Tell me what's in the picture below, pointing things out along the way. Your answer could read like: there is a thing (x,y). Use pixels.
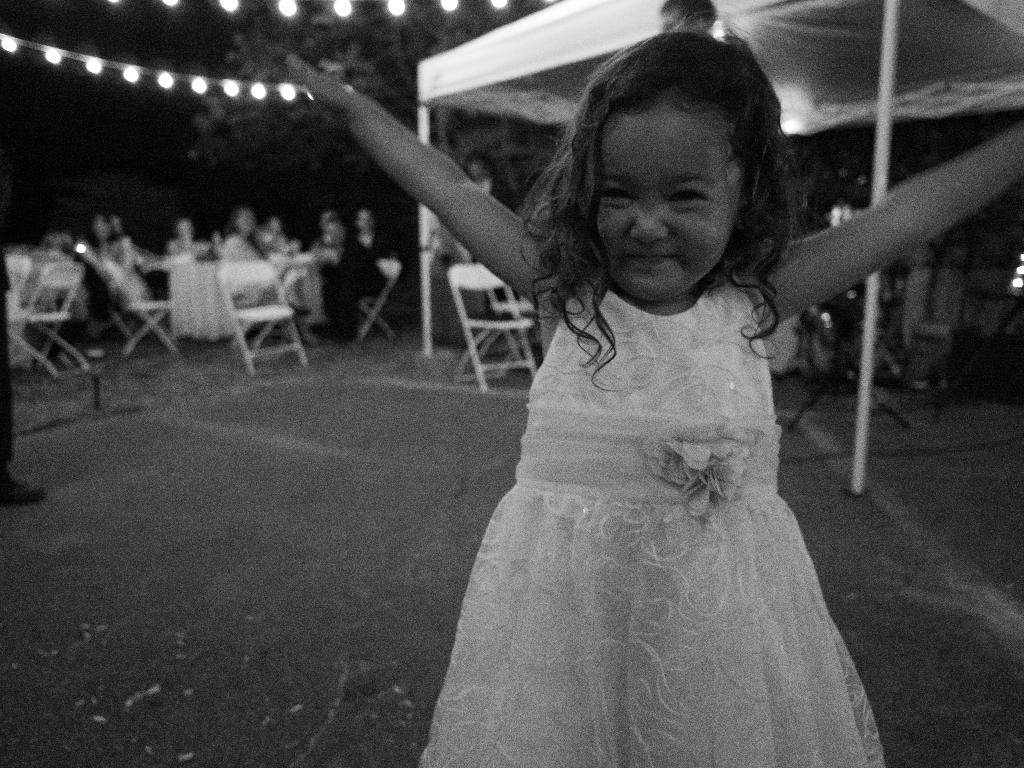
In this image there is a girl (676,375) standing with a smile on her face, behind the girl (656,378), there are a few people (326,242) seated on chairs (387,265), in front of them there are tables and above them there are lights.
